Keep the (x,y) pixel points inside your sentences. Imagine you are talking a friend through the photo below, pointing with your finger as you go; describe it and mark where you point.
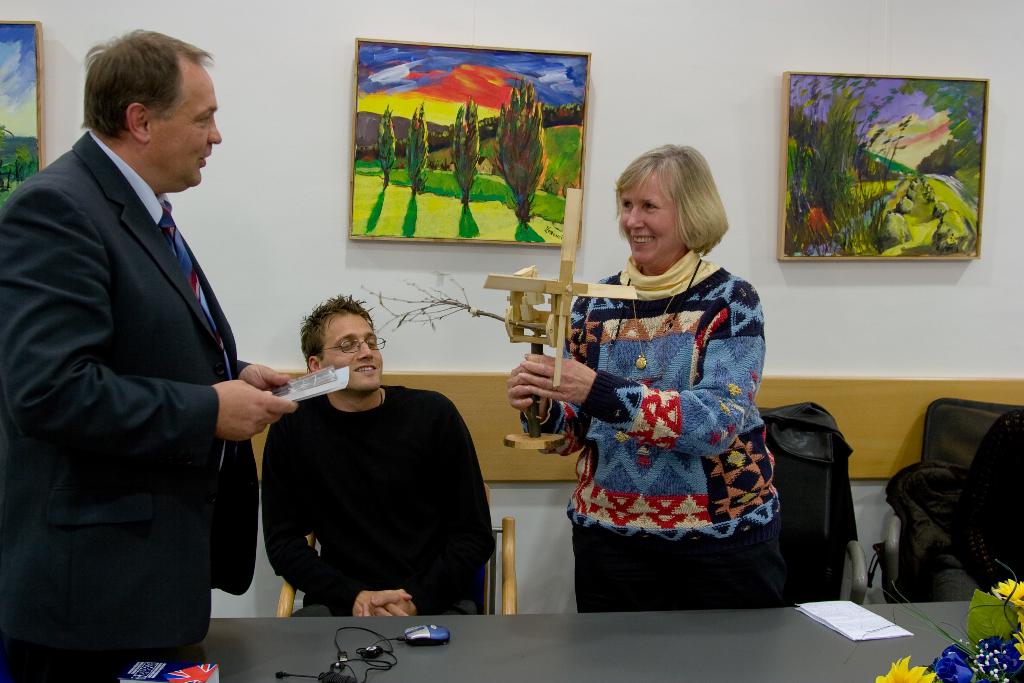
In the center of the image (646,309) we can see a lady (663,348) is standing and smiling and holding an object (563,289). On the left side of the image (106,554) we can see a man (194,390) is standing and holding a paper (314,388) and another man (312,409) is sitting on a chair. At the bottom of the image (492,634) we can see a table (568,630). On the table (539,643) we can see a mouse (416,637), wires (337,655), book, paper (865,630) and flower pot (969,641). In the background of the image (998,335) we can see the chairs (891,579), painting boards (798,238), wall (733,245).
